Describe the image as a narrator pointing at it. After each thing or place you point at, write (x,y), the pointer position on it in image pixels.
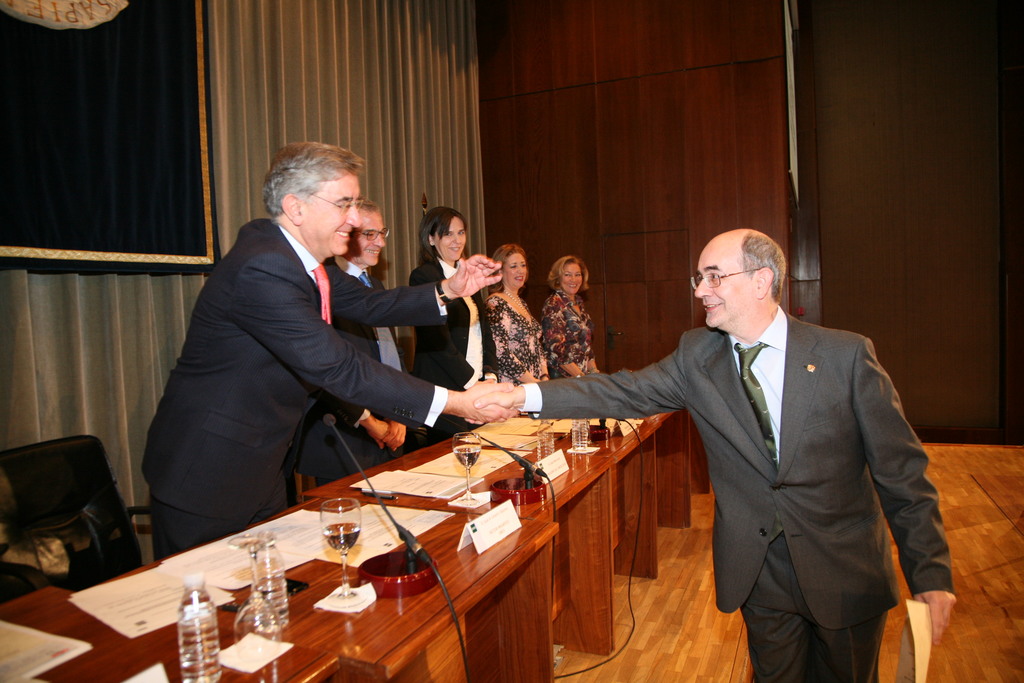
In this image there are a group of people (303,379) standing, and in the foreground (587,406) there are two persons (443,389) who are shaking hands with each other and there is a table (488,483). On the table (121,677) there are some bottles (203,633), glasses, papers (453,461) and name boards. And in the background (80,479) there is a chair (83,460), wall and photo frame (19,226). At the bottom (978,600) there is floor (978,622).
